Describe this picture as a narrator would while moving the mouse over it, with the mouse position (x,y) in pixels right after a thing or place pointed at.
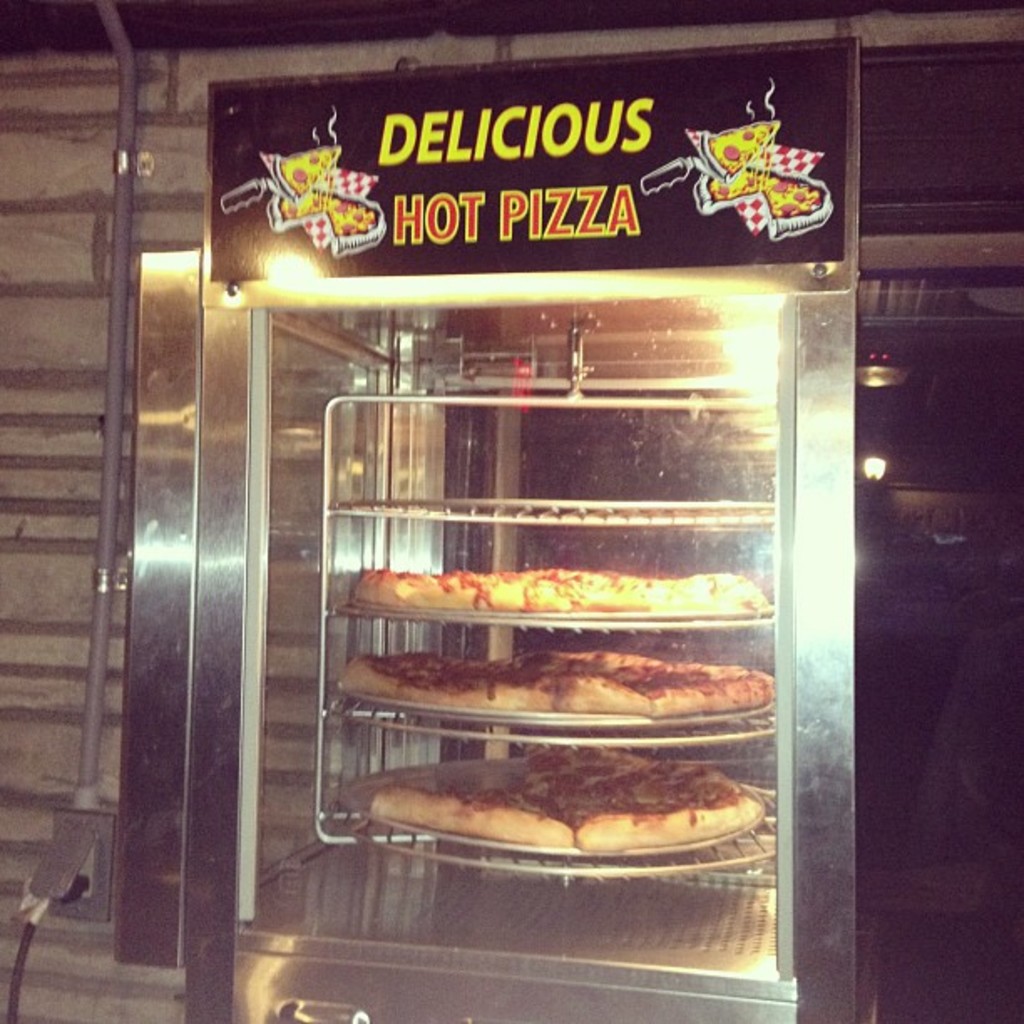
In this picture we can see pizzas (496,592) in a pizza oven (399,568) with a name board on it and in the background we can see a wall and some objects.
